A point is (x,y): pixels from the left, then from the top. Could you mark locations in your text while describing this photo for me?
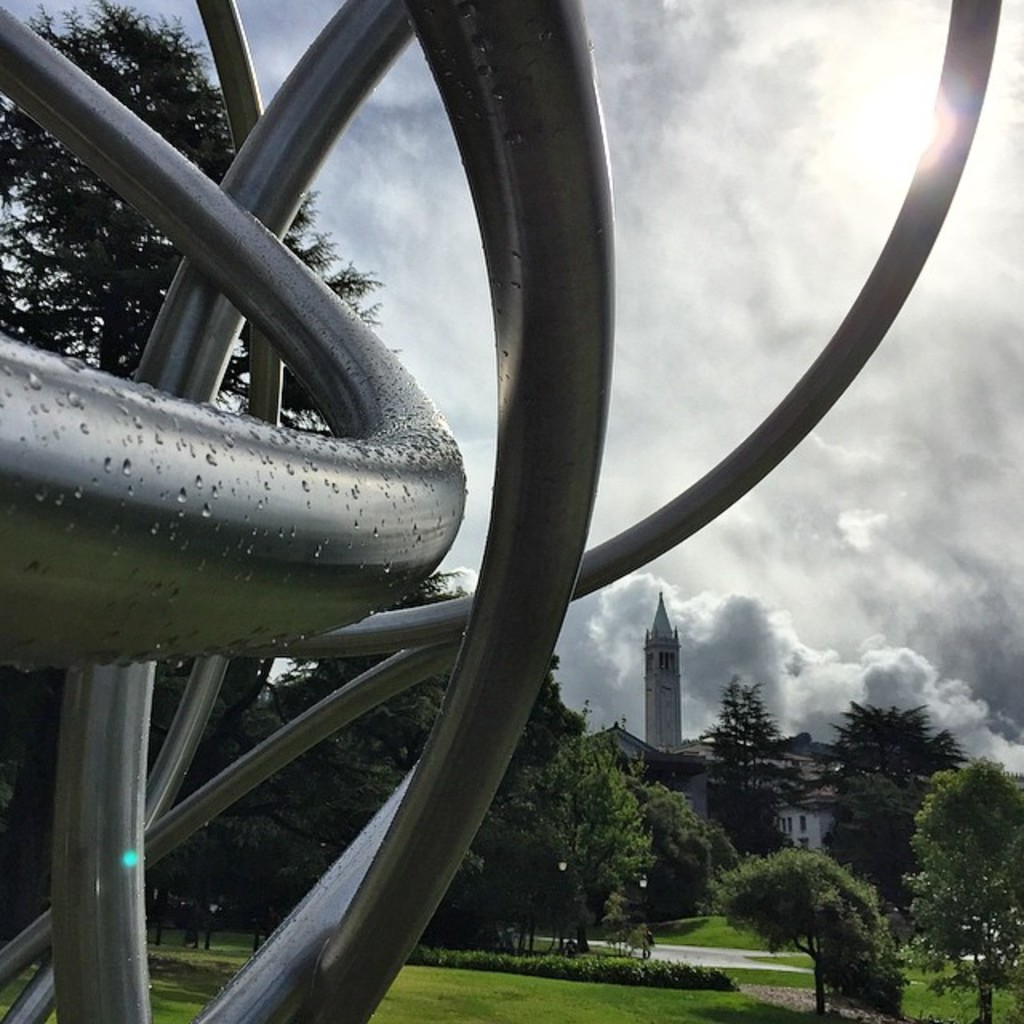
In front of the image there is a metal structure (274,502), in the background of the image (417,755) there are trees (562,829) and buildings (699,798) and there is grass (428,993) on the surface (486,977), at the top of the image (710,270) there are clouds (622,454) in the sky (681,408).
